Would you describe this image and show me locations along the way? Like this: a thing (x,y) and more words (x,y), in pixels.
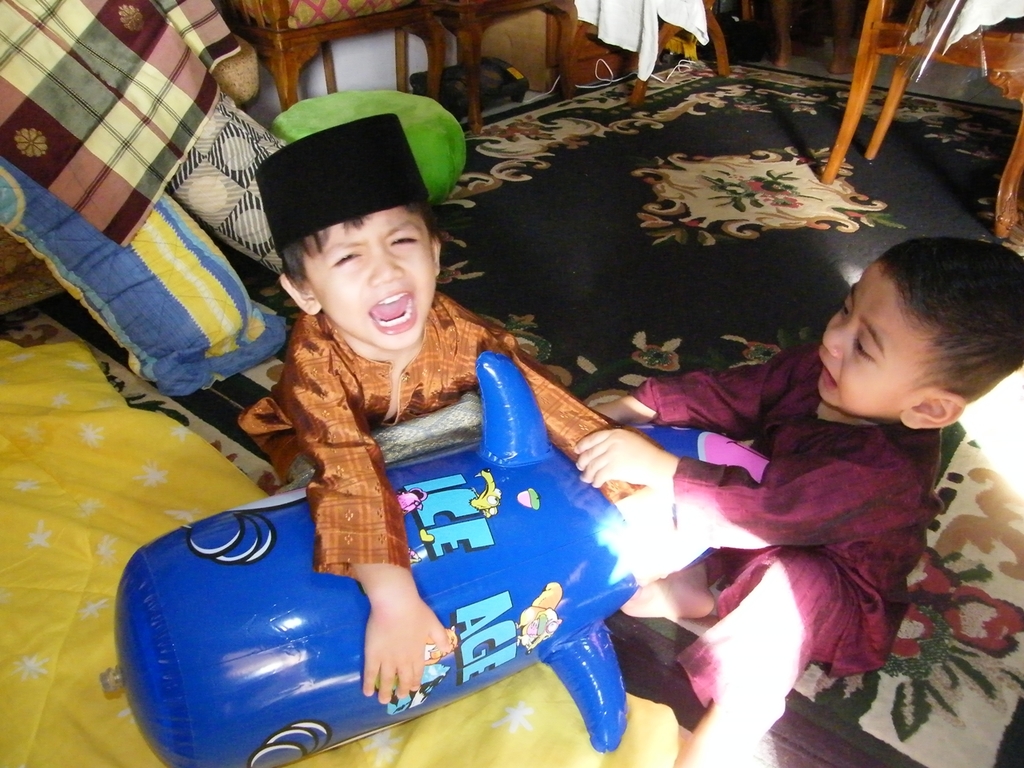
In this picture we can see two children (330,158) shouting for the toy (272,559) and in the background (121,103) we can see one more toy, chair (435,19), machine (486,77), cloth (648,66), mattress (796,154).
